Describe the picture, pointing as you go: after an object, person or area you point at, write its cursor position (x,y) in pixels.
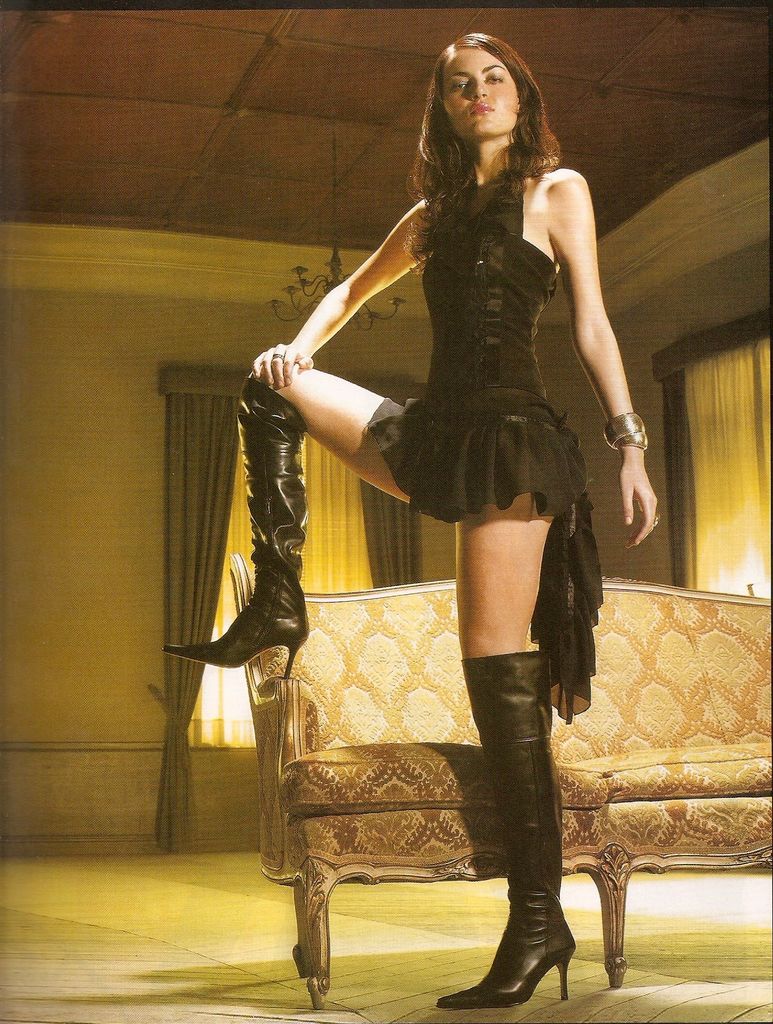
In this image we can see a lady (439,428) wearing a black dress (450,423), there is a couch (351,598), windows (751,566), curtains (222,570), hang lights (325,281), and walls (105,496).
